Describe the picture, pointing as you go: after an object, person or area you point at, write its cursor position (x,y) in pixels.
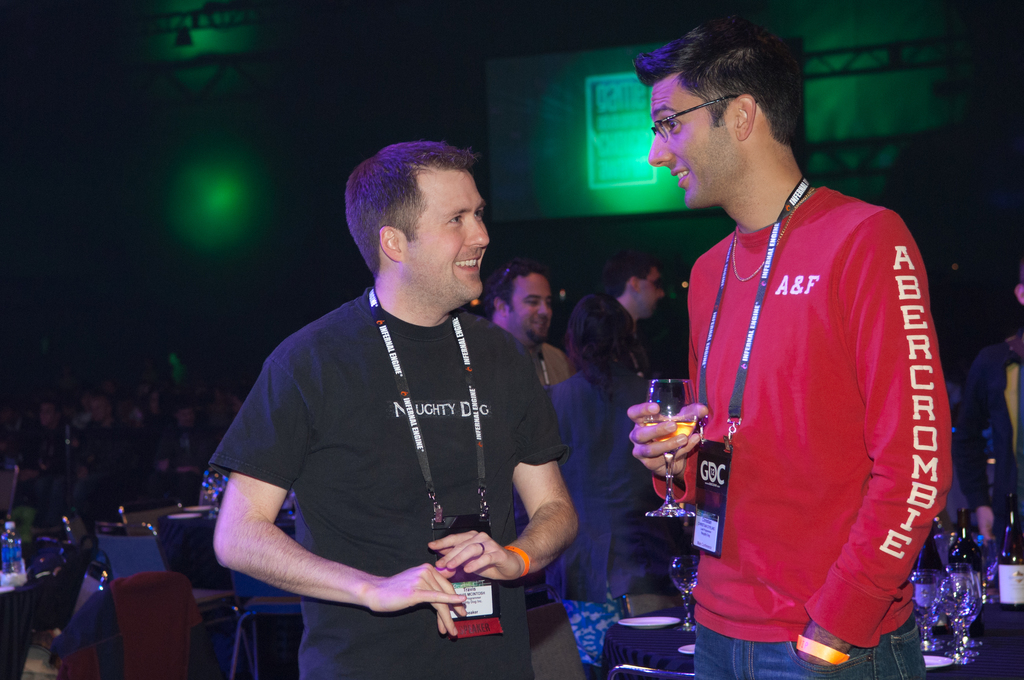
Background (1010,251) portion of the picture is dark. We can see a screen (562,152) and the beams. People (45,405) are also visible. On the left side of the picture (180,602) we can see a water bottle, chairs (105,539) and few objects (55,563). On the right side of the picture (933,656) we can see the bottles (1020,536), glasses (956,624) and white plates (646,626). This picture is mainly highlighted with the men (839,299) wearing t-shirts (782,232) and a man (748,234) on the right side (687,144) wore spectacles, he is holding a glass (682,407). We can see the drink (683,425) in the glass (671,415). They both are smiling.
